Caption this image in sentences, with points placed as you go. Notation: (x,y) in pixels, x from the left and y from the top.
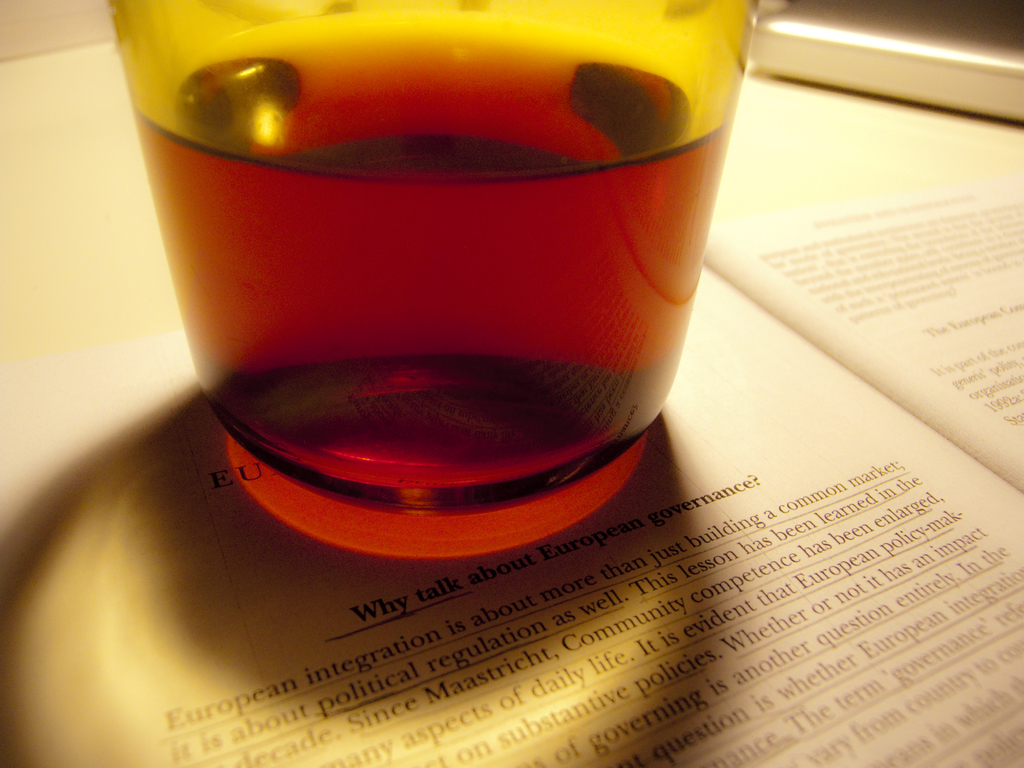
In the center of the image (566,440) we can see a glass (307,248) containing a drink (290,205) placed on the book (620,535).
